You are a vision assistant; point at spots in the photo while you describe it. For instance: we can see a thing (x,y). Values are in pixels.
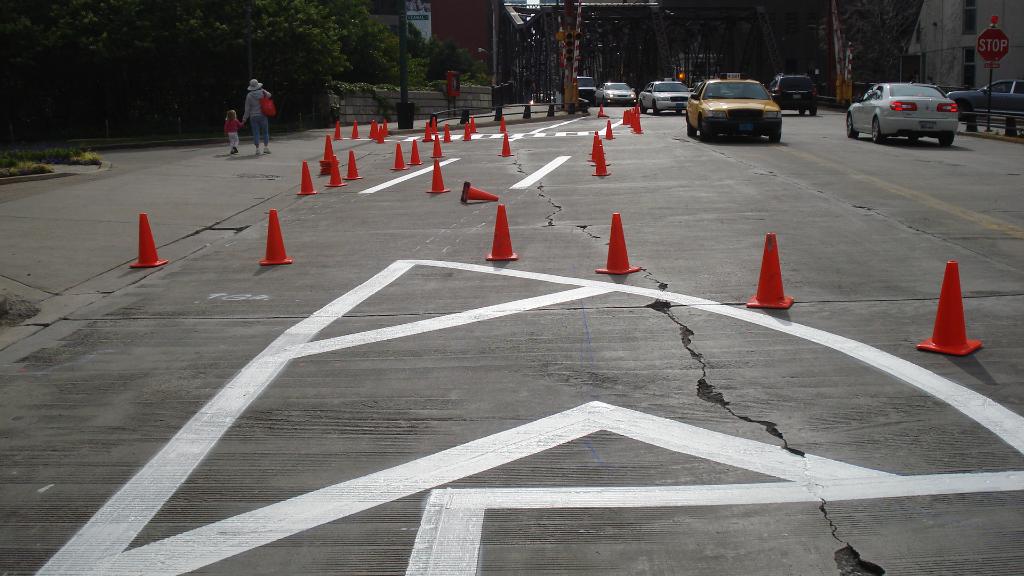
Vehicles (690,134) and traffic cones (947,282) are on the road (342,202). Left side of the image (297,37) we can see trees (330,41) and people (255,129). This is a traffic signal light (571,52). Banner (417,15) is on the wall (437,17). Right side of the image (982,50) we can signboard (990,40).
